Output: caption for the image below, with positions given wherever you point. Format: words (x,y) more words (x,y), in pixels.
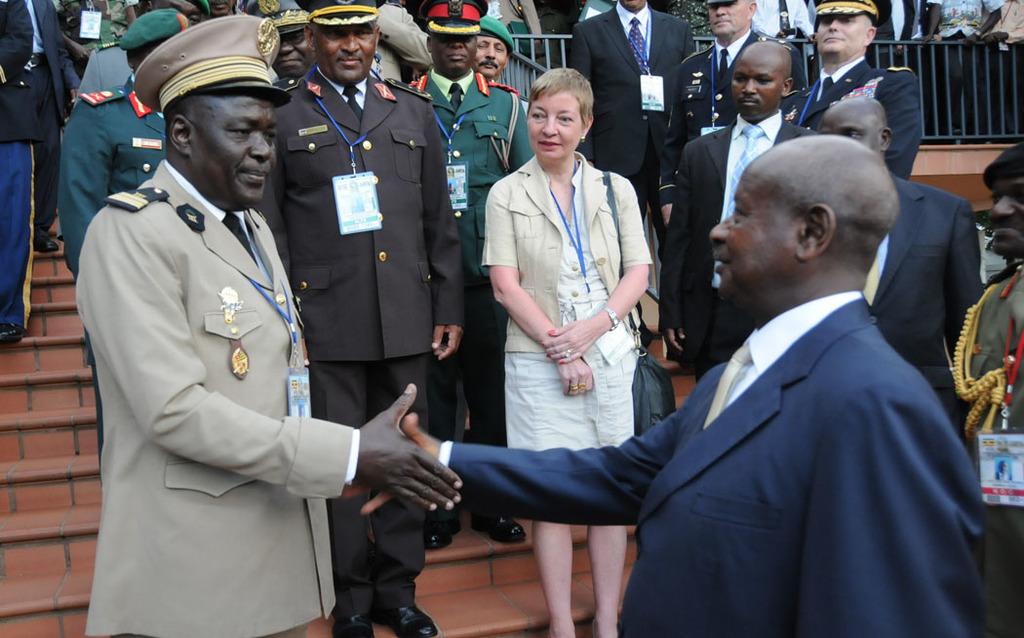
This picture seems to be clicked outside. In the foreground (209,253) we can see the two persons (835,211) standing and shaking their hands (409,453). In the background (504,122) we can see the group of persons (403,115) wearing uniforms (284,85) and standing and we can see the group of persons (724,163) standing on the stairs (466,539) and we can see the metal fence (806,41), group of persons (754,49) and some other objects (1015,471).
